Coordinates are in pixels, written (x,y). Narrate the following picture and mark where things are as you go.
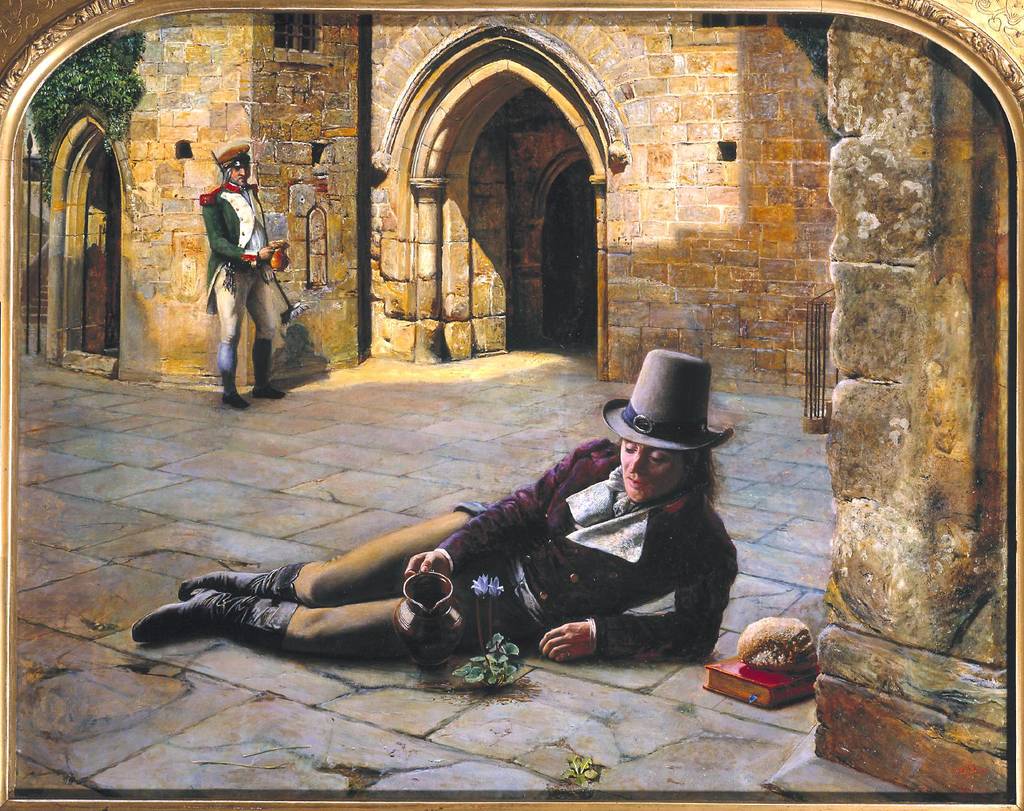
In this image a person (628,554) lying on the floor (802,493) holding a mug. Another person (215,242) is standing on the back side (270,328). It is a stone building (868,465).
